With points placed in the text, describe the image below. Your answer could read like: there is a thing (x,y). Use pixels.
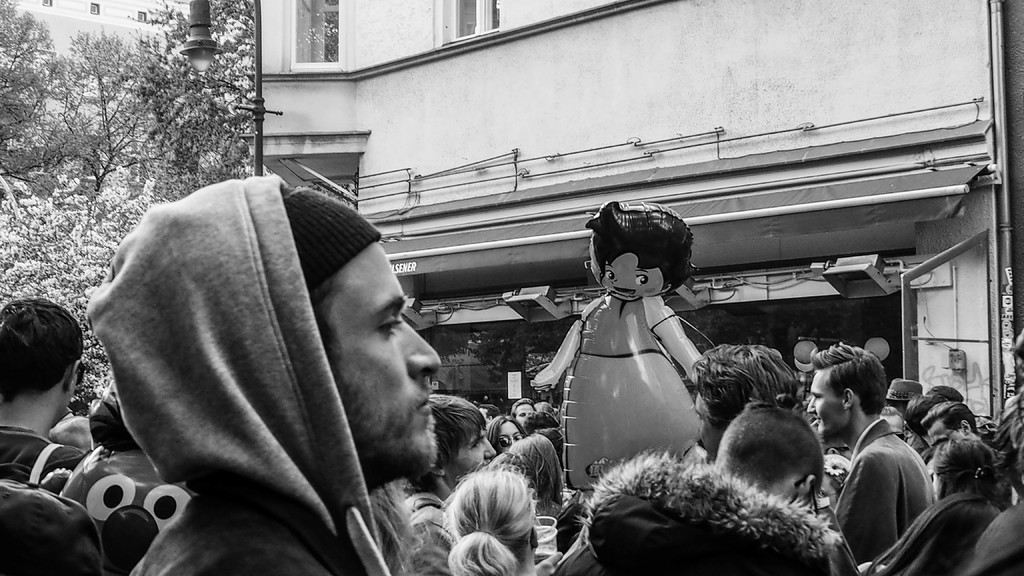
This is a black and white image. In this image we can see a group of people (443,466). We can also see a balloon (594,428). On the backside (520,183) we can see a building (423,144) with windows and some trees (187,159).
